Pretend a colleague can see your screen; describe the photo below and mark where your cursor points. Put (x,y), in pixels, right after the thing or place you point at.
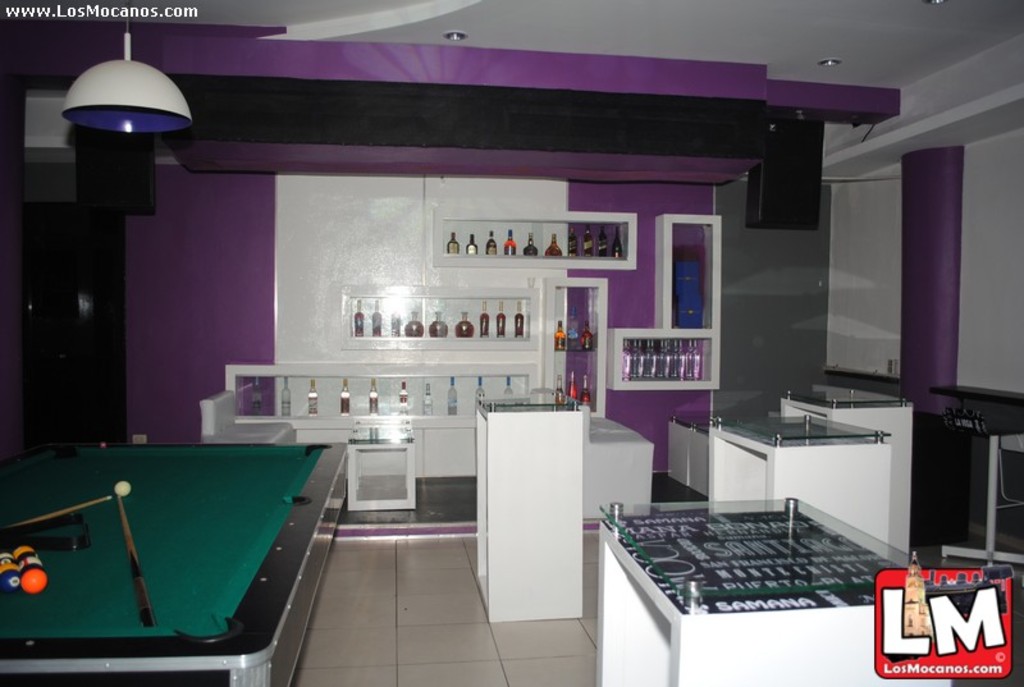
In the picture we can see a room (595,352), in that room (369,245) we can see a snookers board (89,622) with balls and stick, and just beside to it there are tables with glass tops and background (576,370) we can see a bottles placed in racks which are with drinks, to the ceiling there is a light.
